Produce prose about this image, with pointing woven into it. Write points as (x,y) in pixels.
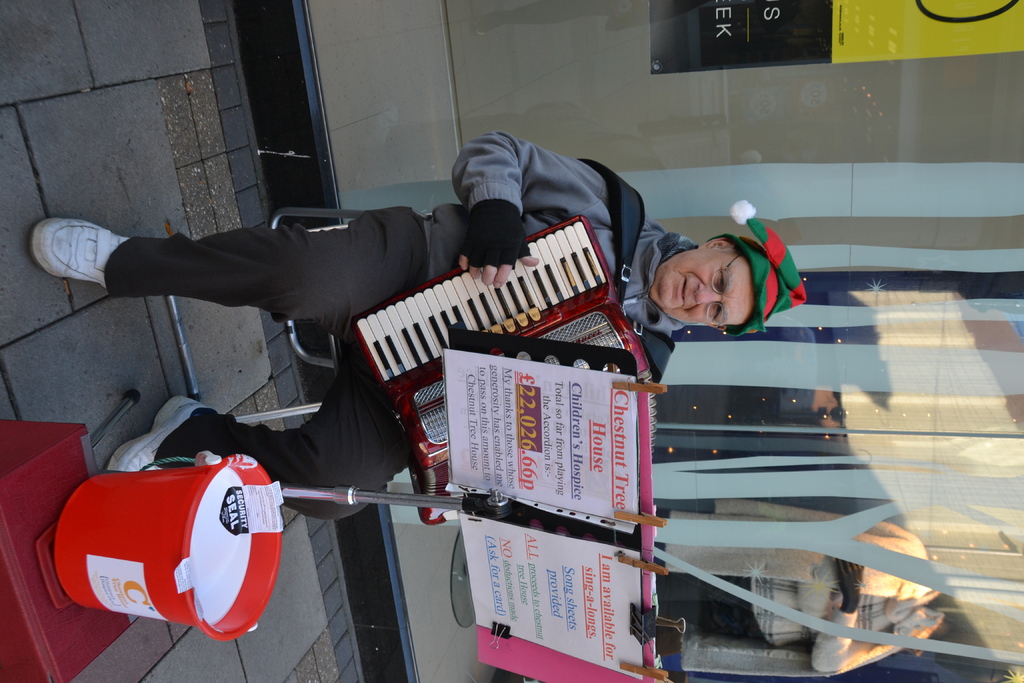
In this picture we can see a man (375,242) sitting on a chair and playing a musical keyboard (460,298) with his hand (506,262), bucket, posters (524,477) and in the background (907,586) we can see a mannequin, banner (678,36).
